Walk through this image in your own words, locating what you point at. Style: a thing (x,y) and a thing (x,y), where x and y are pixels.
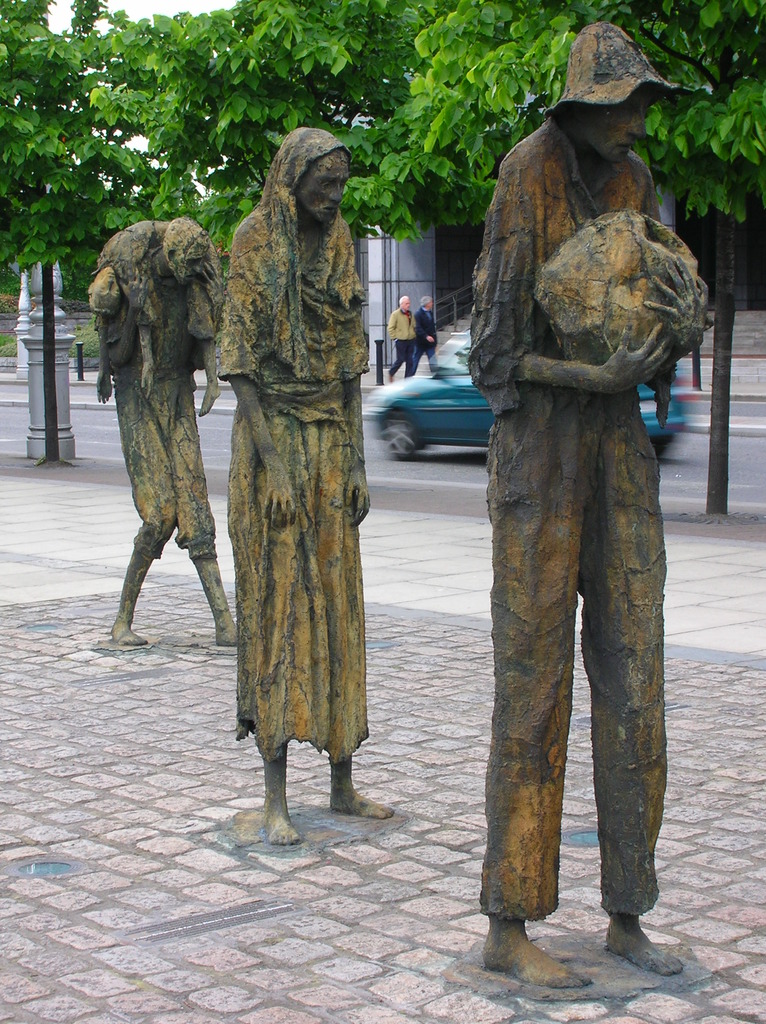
In the center of the image (309,493) we can see statues (303,486) on the ground (397,752). In the background (453,100) we can see trees (432,55), car (425,389), road (441,456), persons (417,333) and building (361,271).
